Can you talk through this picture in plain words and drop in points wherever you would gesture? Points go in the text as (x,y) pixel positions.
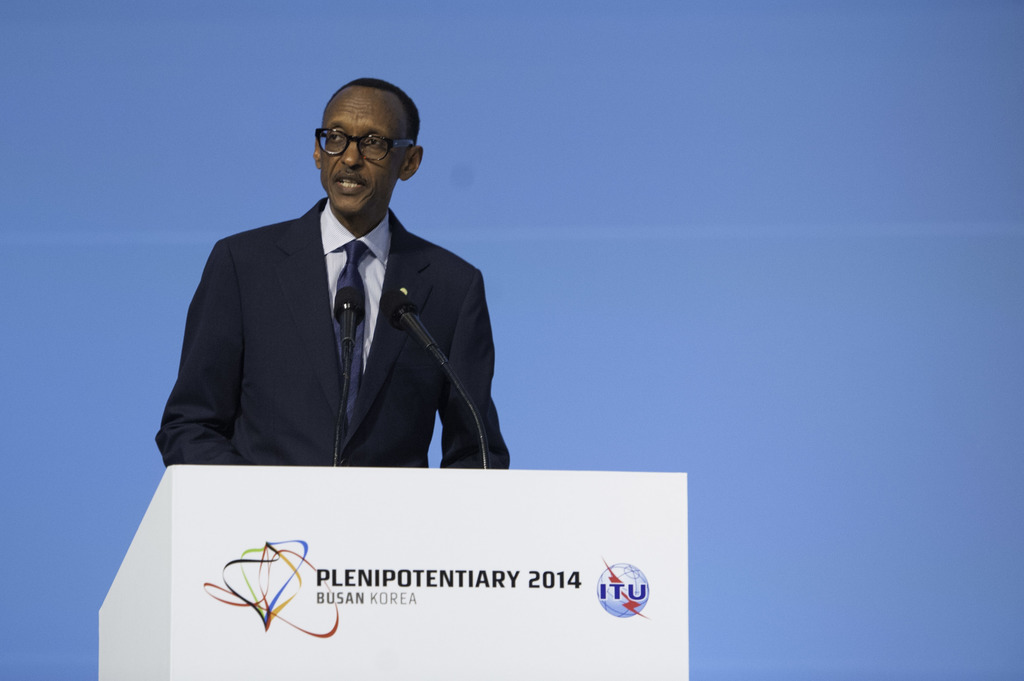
In this image there is a person (296,347) with black suit (292,361) wearing glasses (367,139) and standing in front of the podium (395,553). There are two mikes (355,310) visible and the background (710,383) is in plain blue color.
